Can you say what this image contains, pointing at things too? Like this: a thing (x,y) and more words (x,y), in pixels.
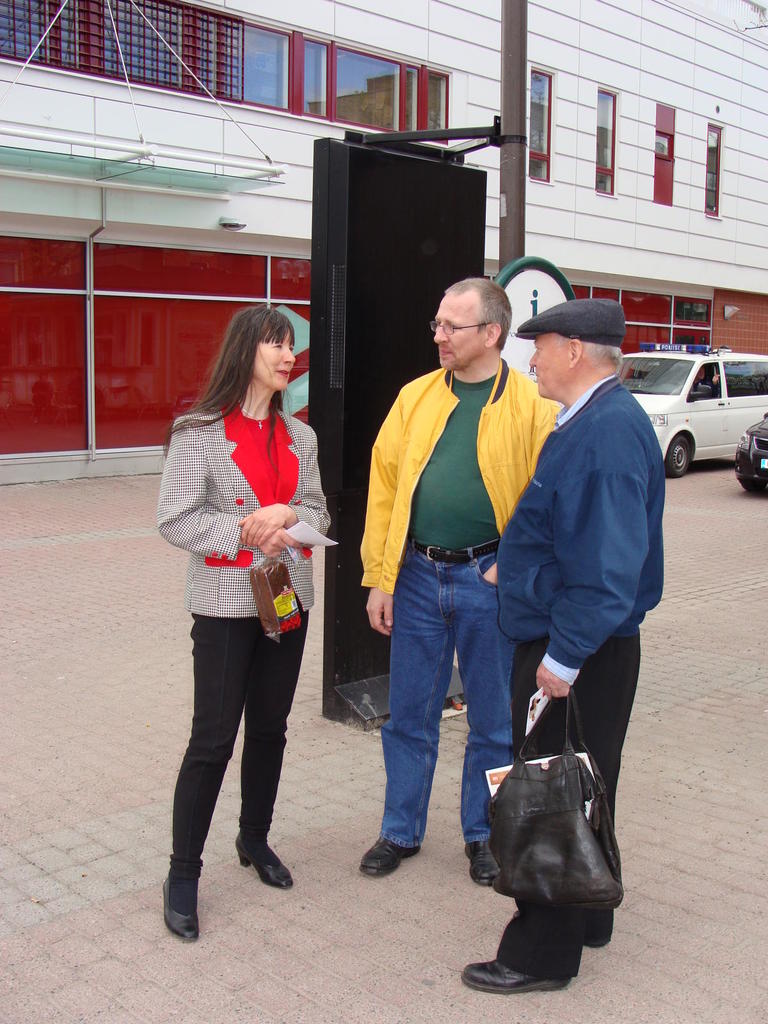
In this image we can see three persons (321,485) standing. One person (543,357) is wearing cap (585,323) and holding a bag (530,782). In the back (203,193) there is a building (158,140) with windows (208,82). Also there is a sign board (529,278). And there are vehicles (667,424).
